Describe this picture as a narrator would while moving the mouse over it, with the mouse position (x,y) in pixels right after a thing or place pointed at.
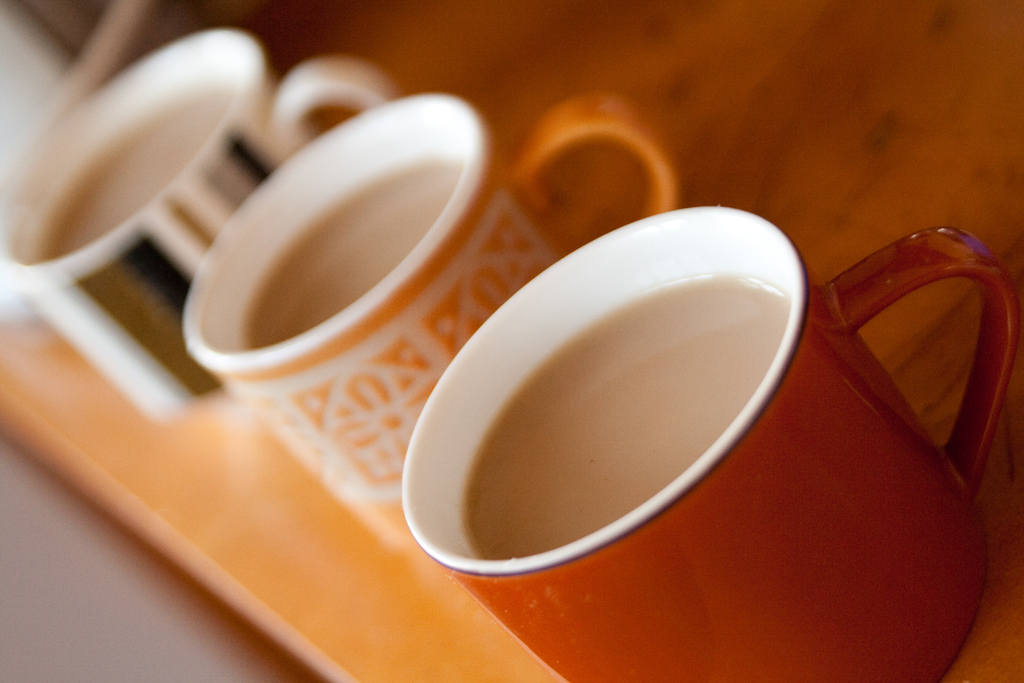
In this image in the foreground (688,390) there is one tray (313,588), in that tray (525,655) there are three cups (473,309). In the cups (460,366) there is some drink (654,447).
